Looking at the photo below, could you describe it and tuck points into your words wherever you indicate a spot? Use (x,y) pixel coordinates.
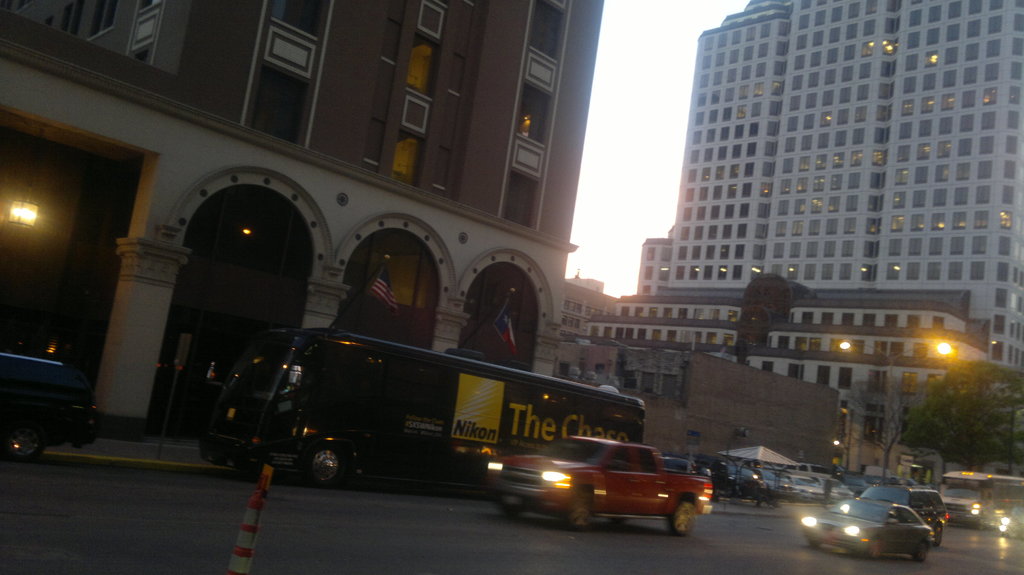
There are some vehicles (476,474) on the road (734,522) at the bottom of this image (467,459) and there are some buildings (595,291) in the background (594,328). There are some trees (899,413) on the right side of this image (899,413). There is a sky (642,148) we can see at the top of this image (637,66).
